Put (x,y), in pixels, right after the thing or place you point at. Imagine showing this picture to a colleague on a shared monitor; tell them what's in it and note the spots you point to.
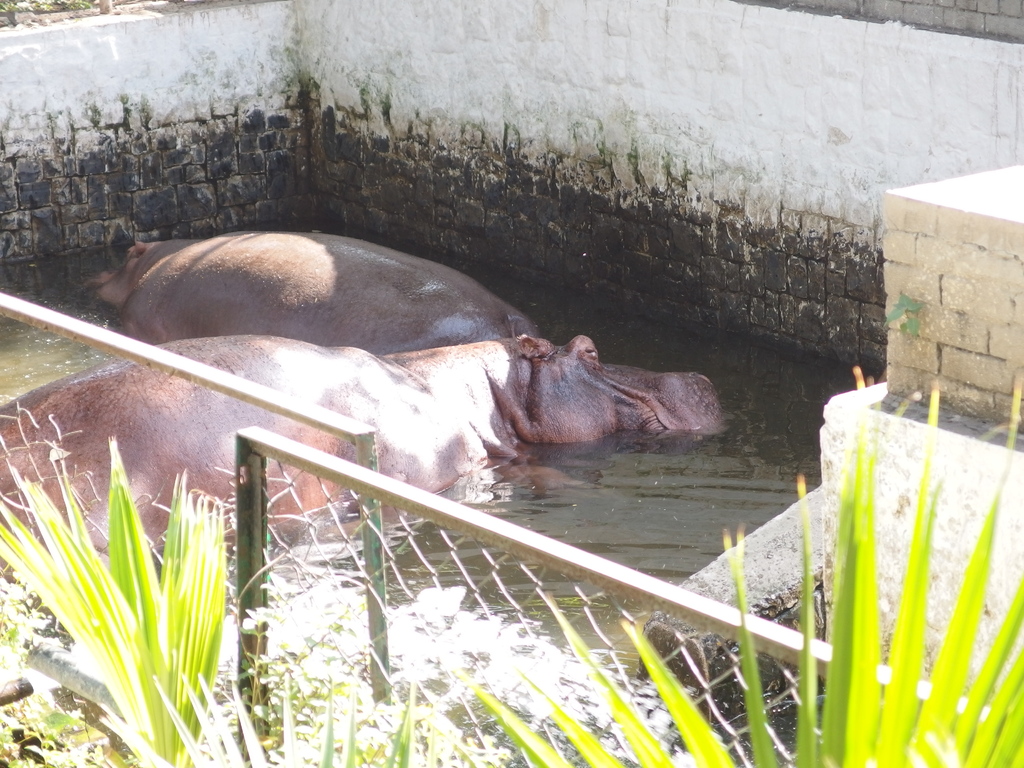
Hippopotamus (187,391) are in water (517,634). In-front of this mesh (290,551) there are plants (193,647).
